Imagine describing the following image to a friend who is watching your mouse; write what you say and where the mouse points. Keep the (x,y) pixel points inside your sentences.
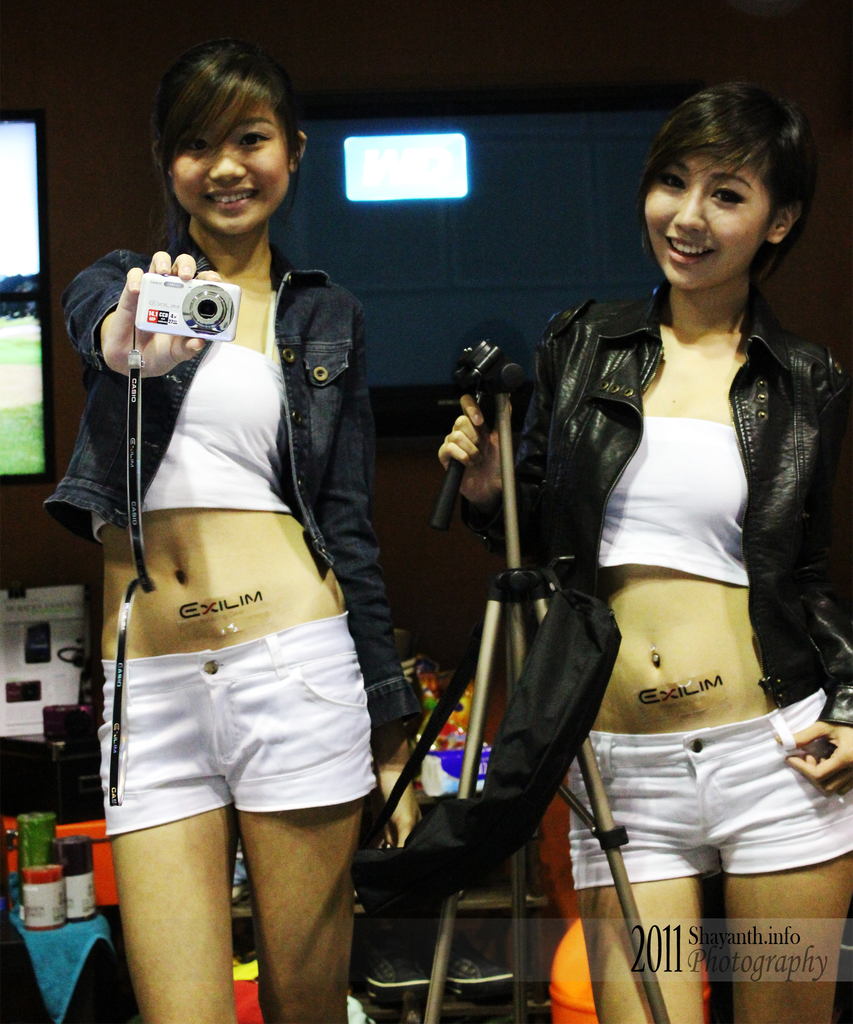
In this image we can see two persons (107,347) are standing and smiling, and holding the camera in the hands (121,327). Here at back ground (79,823) there are some objects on the table (66,822), Here are the lights (442,183).
